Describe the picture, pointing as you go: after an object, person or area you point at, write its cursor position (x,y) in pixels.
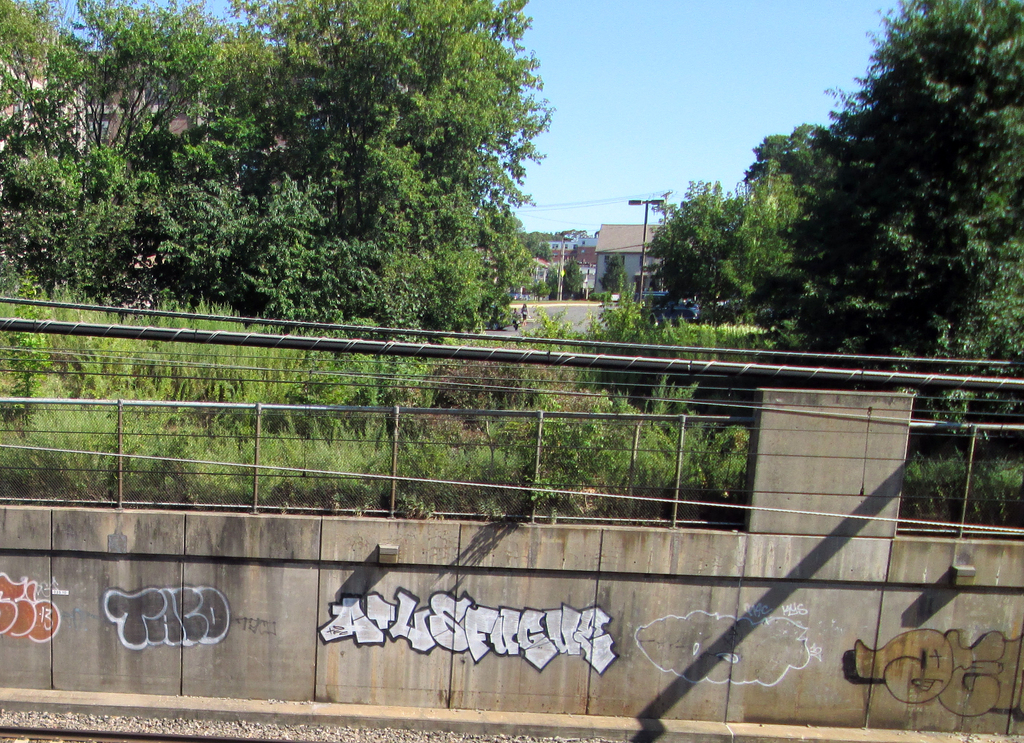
In this image I can see there is a fence (736,494) to the wall (628,628). Behind the wall (243,553) there are trees (242,209), Road (581,313) and building (555,257). And at the top (681,187) there is a sky (601,100).
